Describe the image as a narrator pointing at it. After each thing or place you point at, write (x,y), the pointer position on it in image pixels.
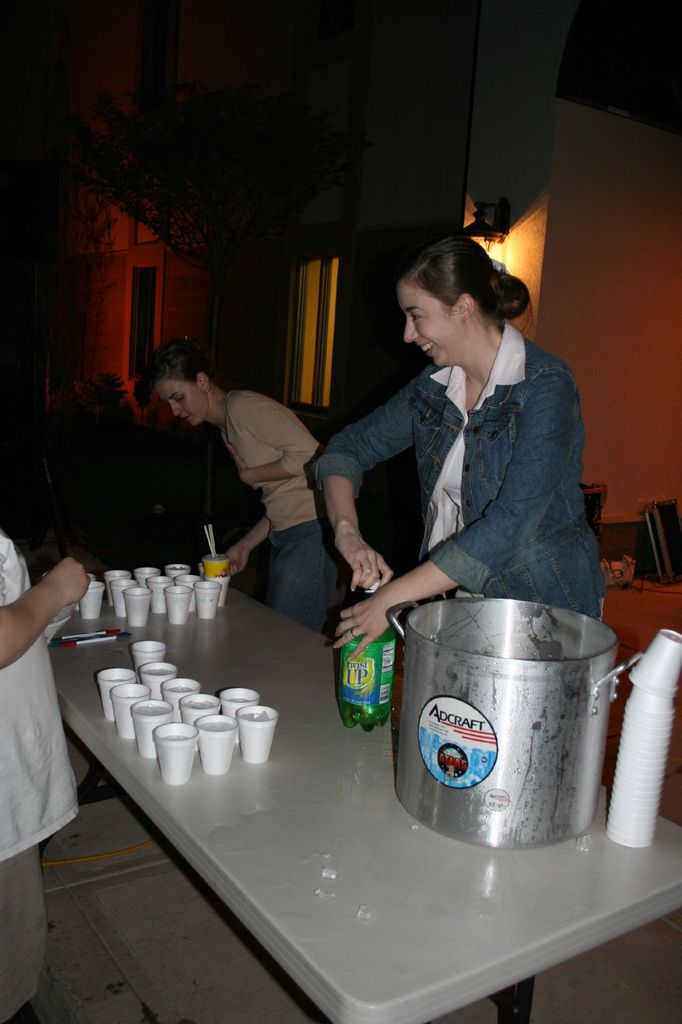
In this image, we can see a lady (480,524) holding a bottle (362,680) and we can see some other people (82,575) holding cups (71,611). In the background (147,275), there are windows (158,226) and we can see a light (500,204), a wall (598,347) and some other objects (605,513) and there are cups (199,600), pens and a container (446,789) on the stand (355,950). At the bottom (119,966), there is a floor (136,958).
